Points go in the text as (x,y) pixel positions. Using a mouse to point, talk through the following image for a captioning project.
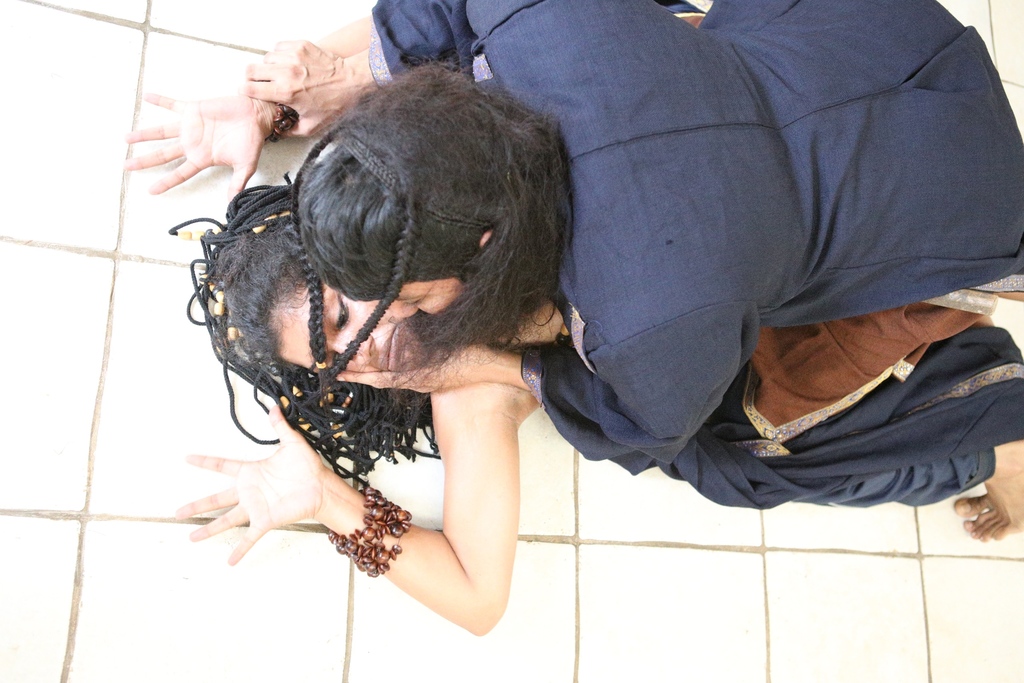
In this image we can see two persons (431,329). In the background of the image (47,321) there is a white floor (26,495).
